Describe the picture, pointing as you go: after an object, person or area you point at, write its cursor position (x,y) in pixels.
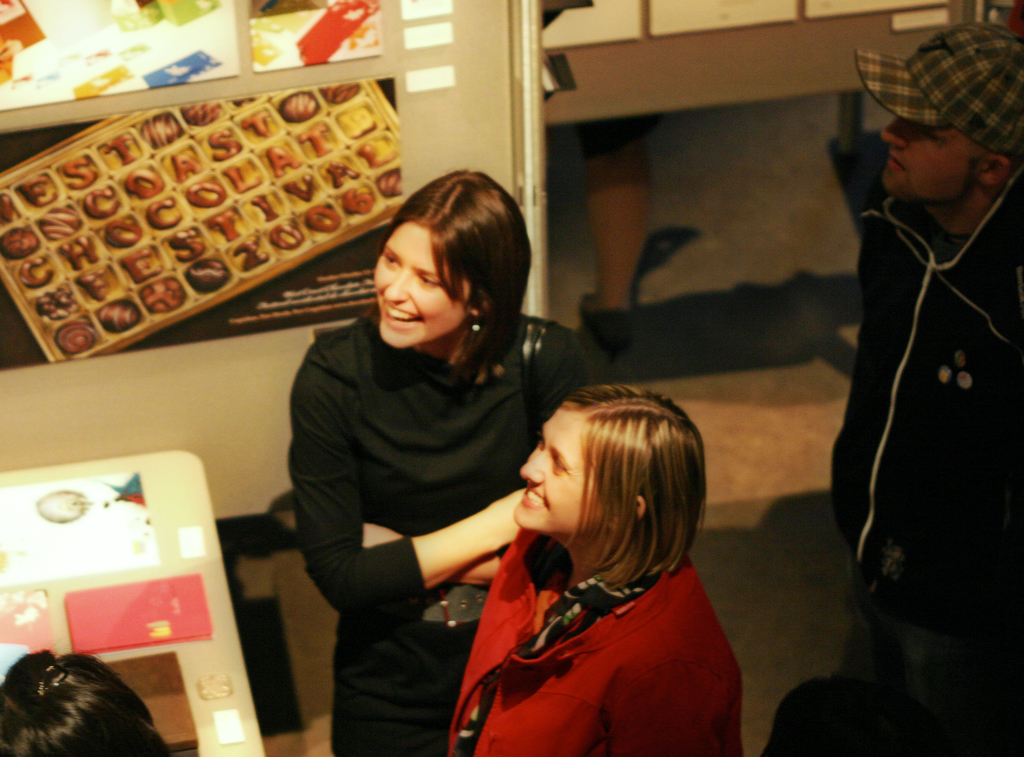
In the middle of the image (442,315) few people (424,328) are standing and smiling. In the bottom left corner of the image (160,506) we can see a table (160,506), on the table (220,549) we can see some papers (130,480). At the top of the image (686,61) we can see a wall (61,121), on the wall (67,400) we can see some posters (22,49).
